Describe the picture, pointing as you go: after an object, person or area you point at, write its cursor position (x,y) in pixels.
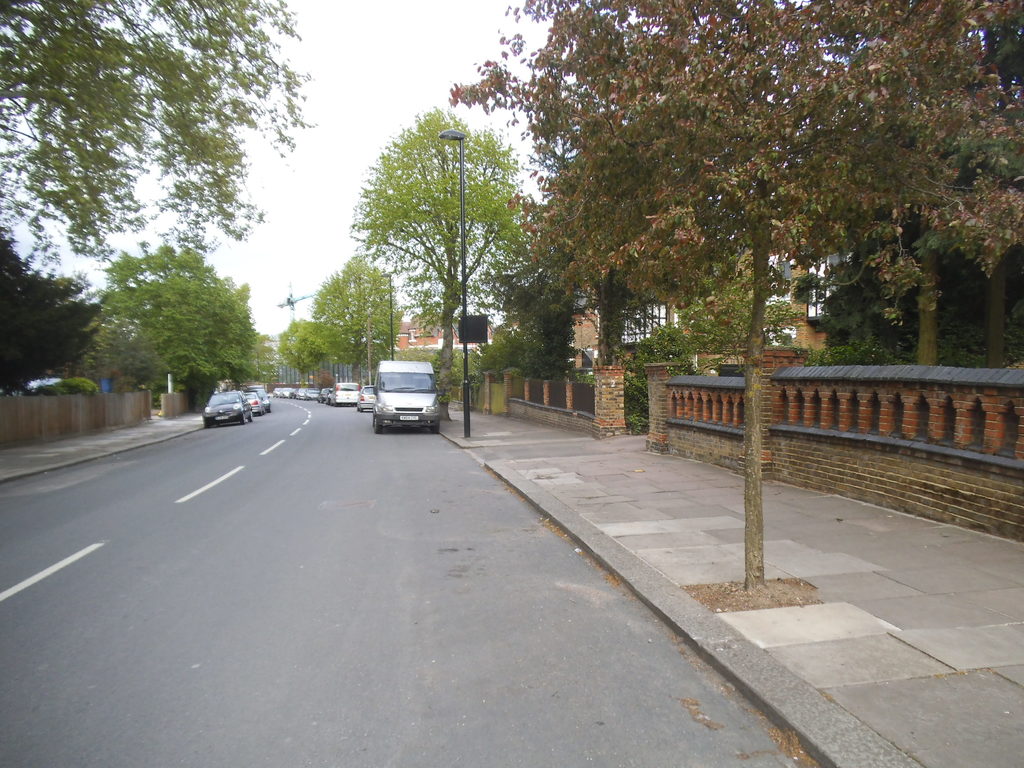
In this image I can see the road (343,529), few vehicles (344,400) on the road (363,423), the sidewalk (596,460), few poles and few trees (618,194) which are green and brown in color. I can see few buildings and in the background (329,236) I can see the sky (271,171).
